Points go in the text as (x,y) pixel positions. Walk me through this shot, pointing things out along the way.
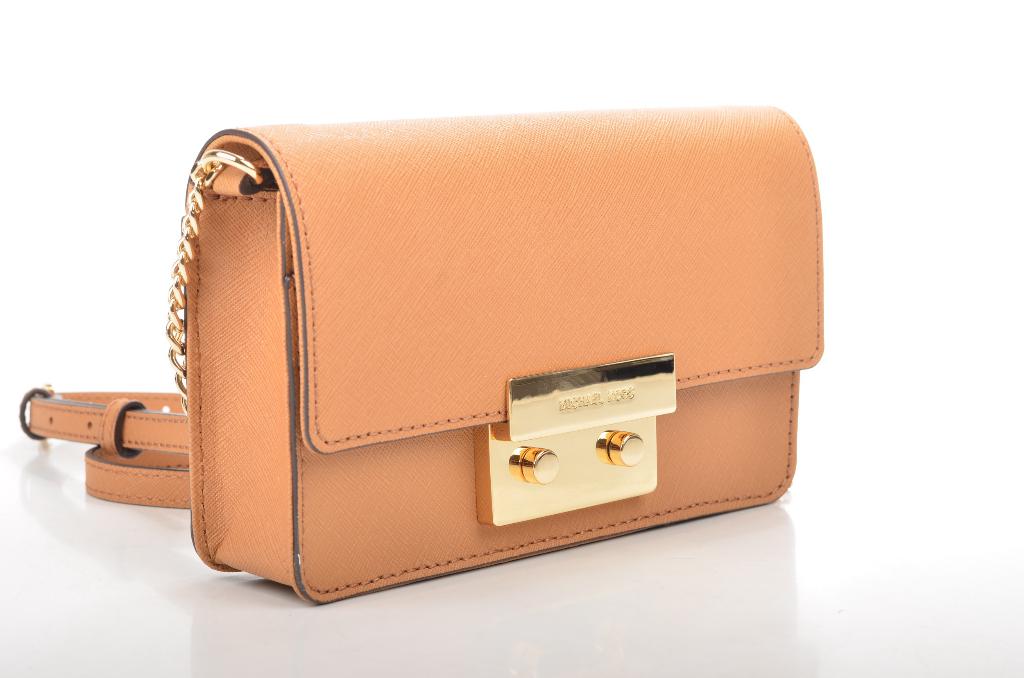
This is a leather sling bag (326,311) which is orange in color. This is a gold color clip (528,420) attached to the bag (420,394). I can see a leather hanging (91,422) which is attached to the bag (270,212).
